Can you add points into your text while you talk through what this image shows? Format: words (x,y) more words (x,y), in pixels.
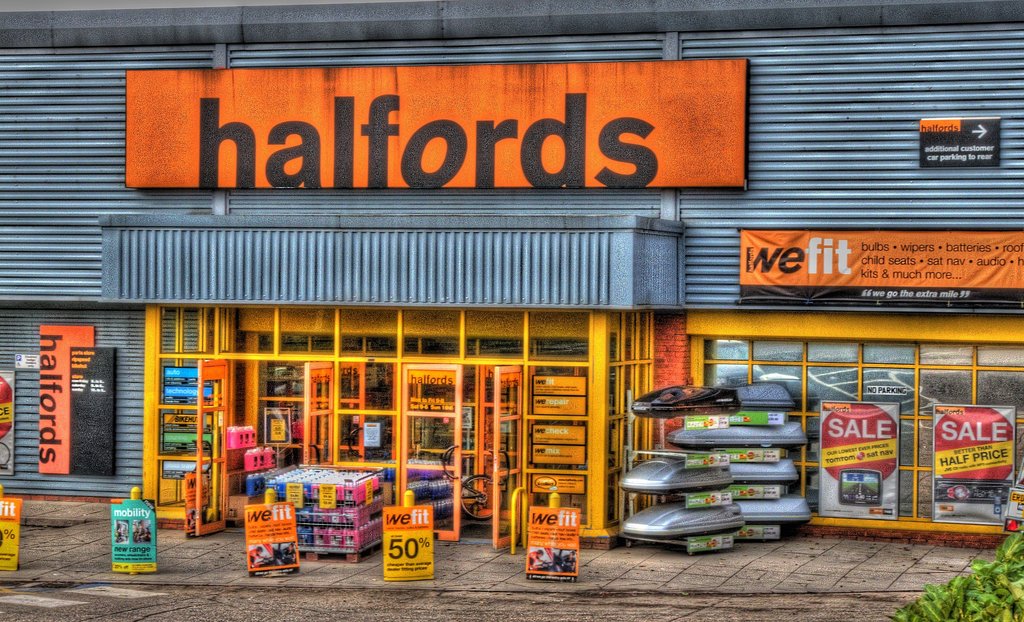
In this image, we can see a shed (221,205) and there are some boards (242,161) and banners (793,255) and there is a store (607,445) and we can see some other objects (712,486) and there are poles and plants (972,588), there are glass doors (208,444). At the bottom (467,590), there is road (474,596).
